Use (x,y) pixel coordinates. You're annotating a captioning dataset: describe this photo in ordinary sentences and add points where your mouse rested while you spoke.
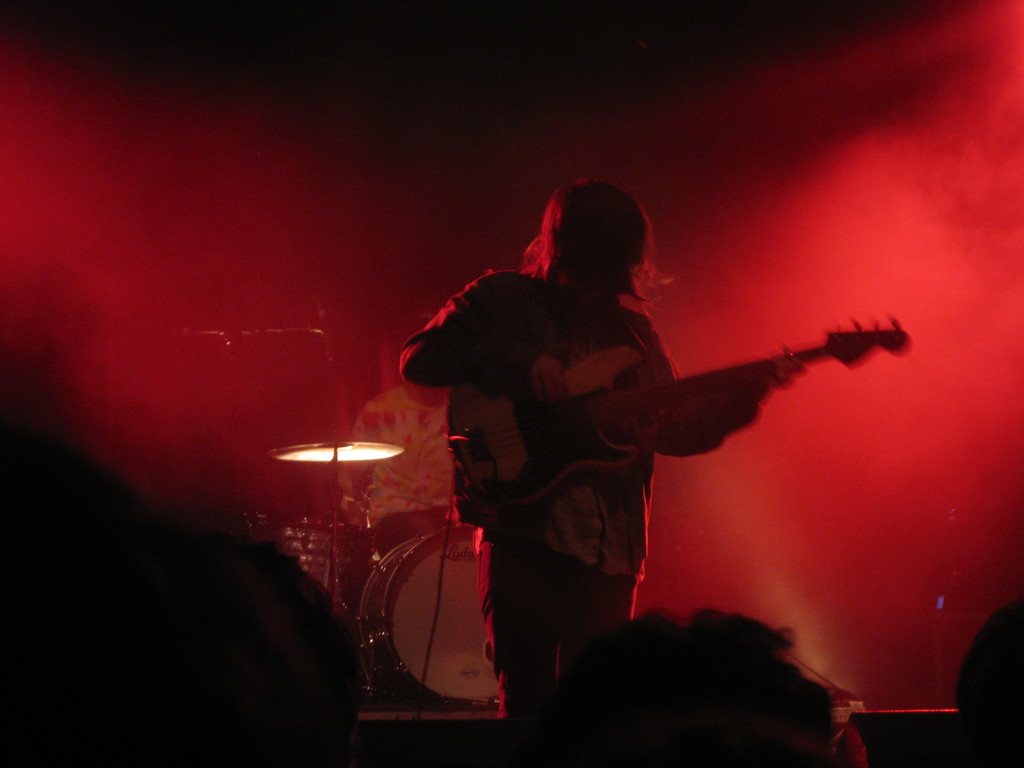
A man (583,233) is standing on the stage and playing guitar (551,428), behind him a person (383,404) is playing musical instrument (408,565).
